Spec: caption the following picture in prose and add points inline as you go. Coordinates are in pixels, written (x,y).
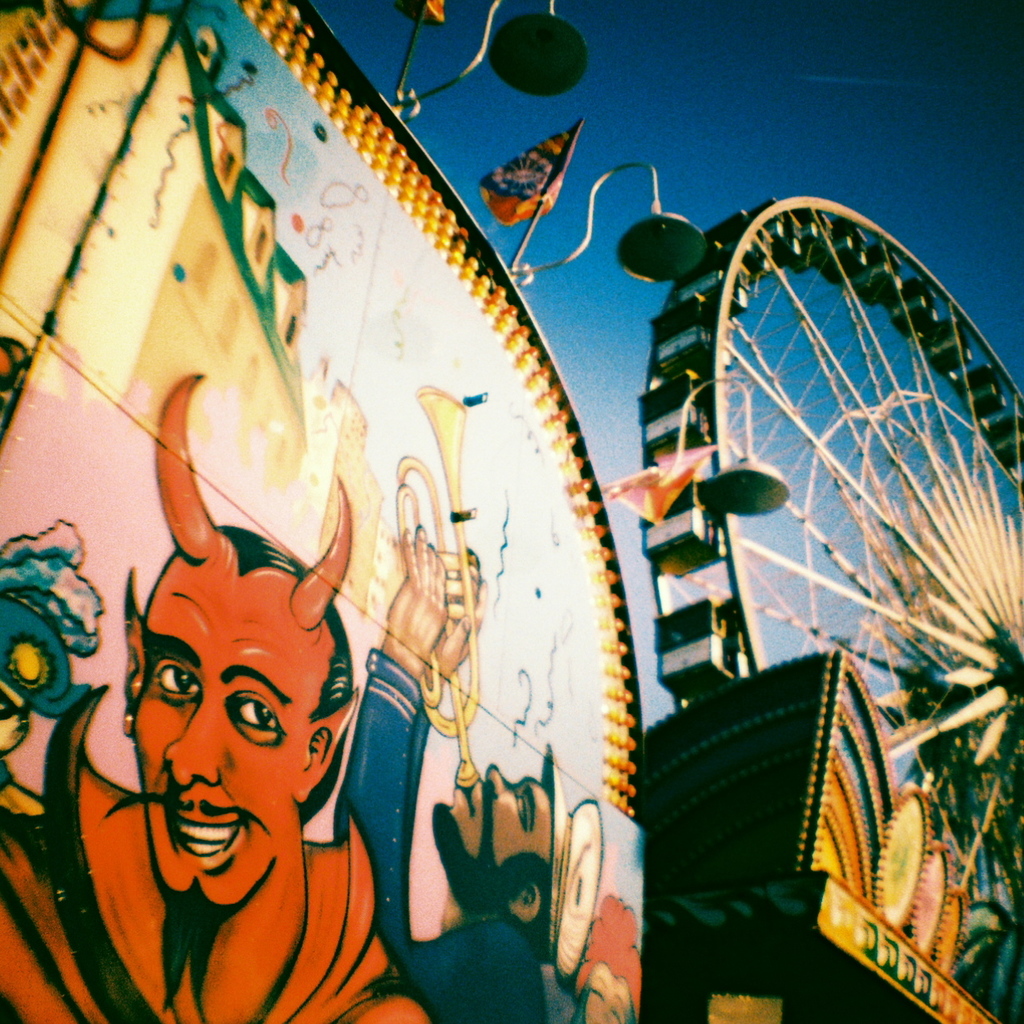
In this image in the left side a man (451,933) is blowing the trumpet (465,772), beside him there is a man (208,748), who is in red color. in the right side (692,555) there is a giant wheel (820,443).
